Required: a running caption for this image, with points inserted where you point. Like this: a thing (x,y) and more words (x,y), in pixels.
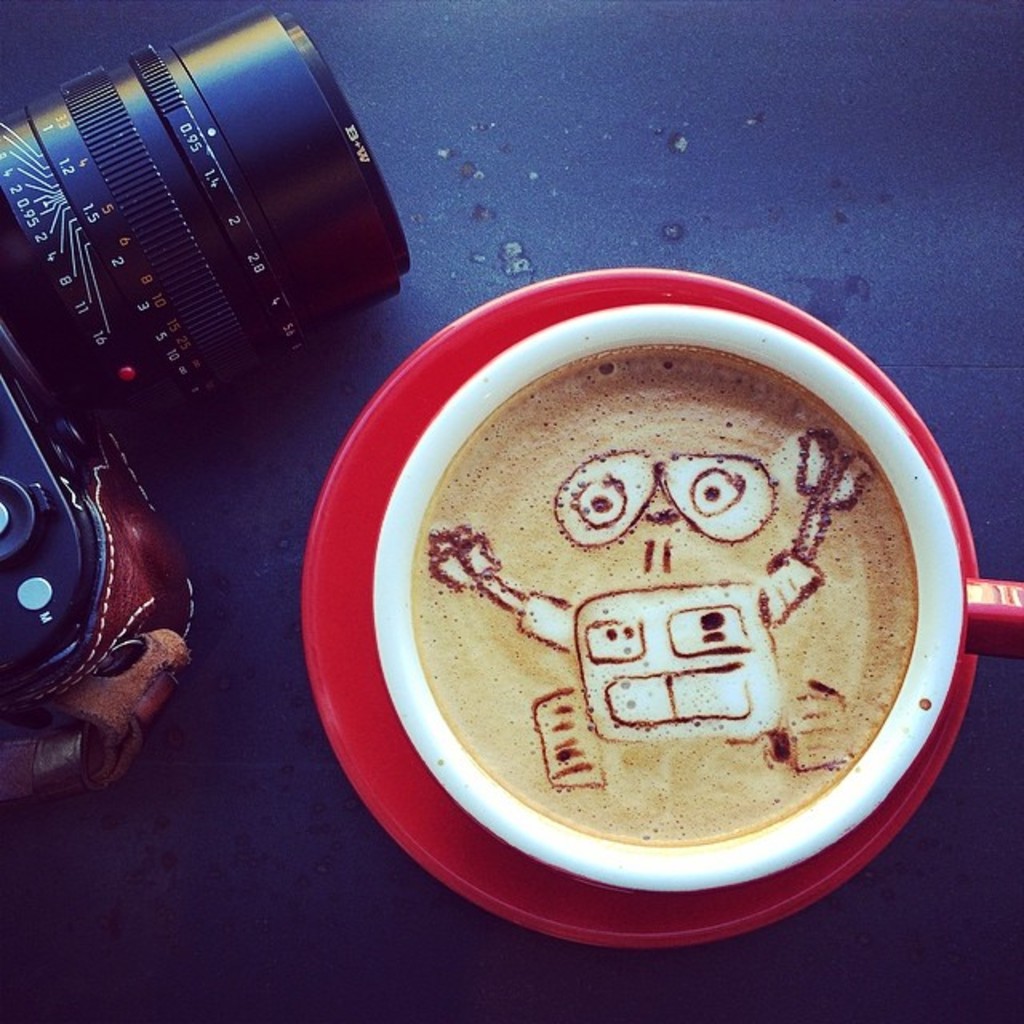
In this picture I can see there is a camera (146,237) and there is a coffee cup (661,647) and a saucer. They are placed on a blue surface (687,222).
